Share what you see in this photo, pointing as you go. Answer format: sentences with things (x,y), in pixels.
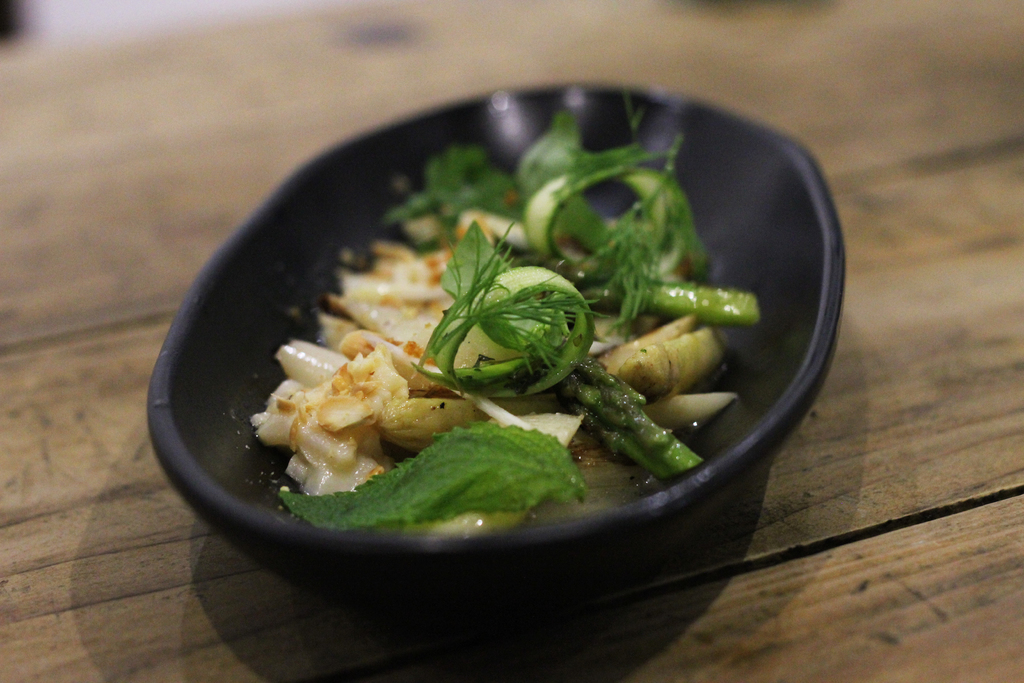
In the image there is some cooked food item (460,394) served in a bowl (211,357) and kept on a table (114,113).
